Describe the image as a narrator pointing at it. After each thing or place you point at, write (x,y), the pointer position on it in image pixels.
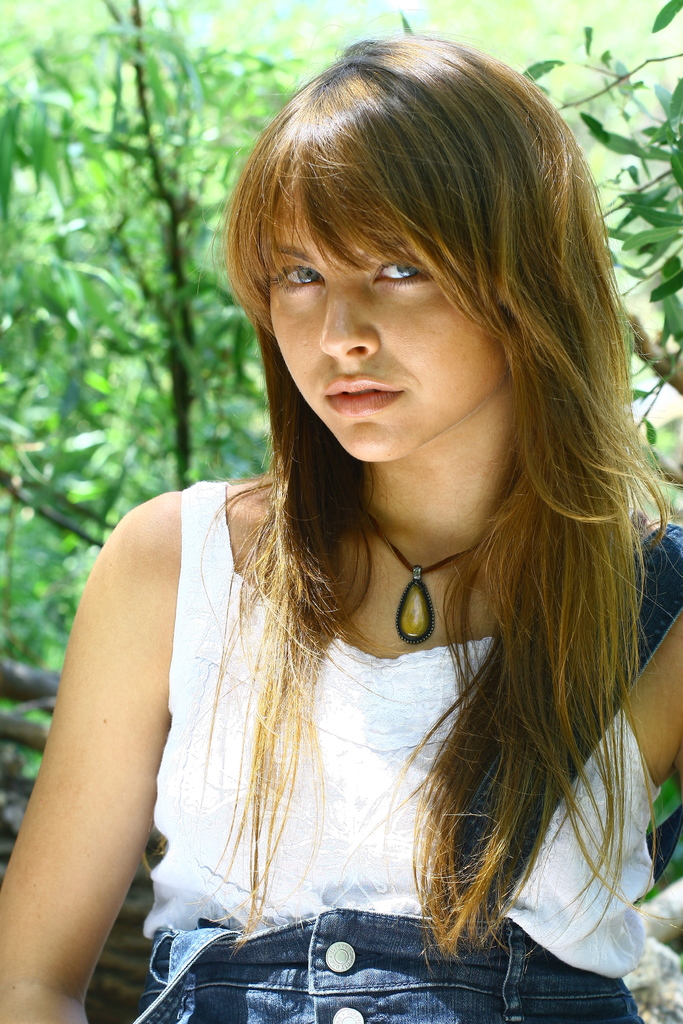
In this image, I can see the woman (385,791) standing. She wore a top (437,699) and a necklace (399,604). In the background (119,489), I can see the trees (219,79), which are green in color.
